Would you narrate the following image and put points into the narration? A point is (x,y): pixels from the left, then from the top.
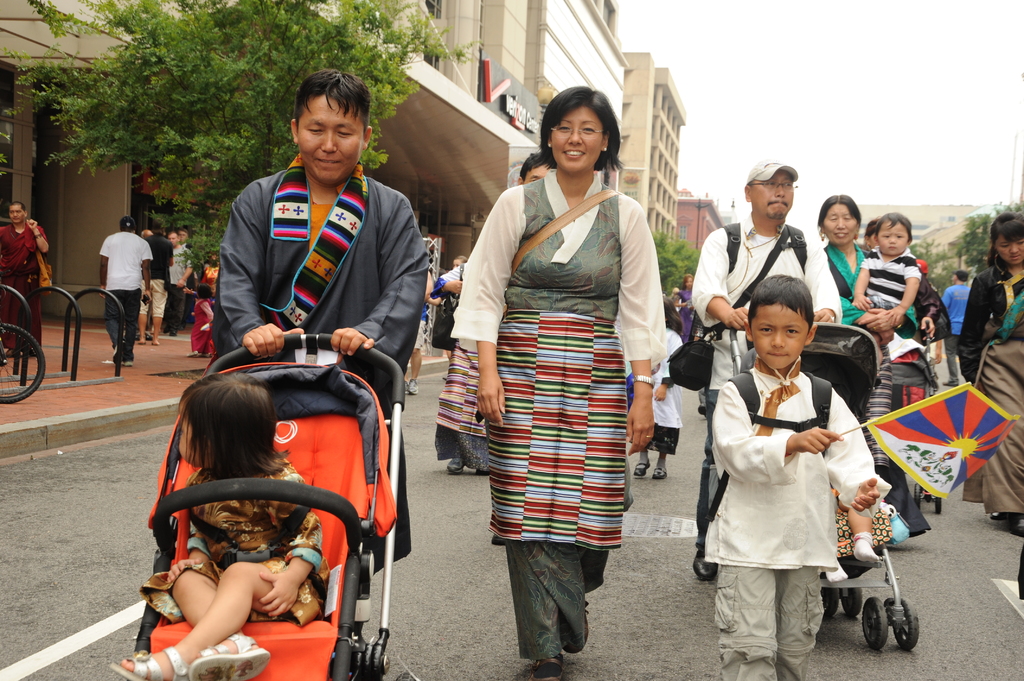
There are people (768,236) in the foreground area of the image (842,417) some children (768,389) in baby trolleys (865,393), there are other people (855,220), poster (512,94), buildings (709,200), trees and sky (791,218) in the background (832,221), it seems like a boundary (65,348) on the left side (123,333).
